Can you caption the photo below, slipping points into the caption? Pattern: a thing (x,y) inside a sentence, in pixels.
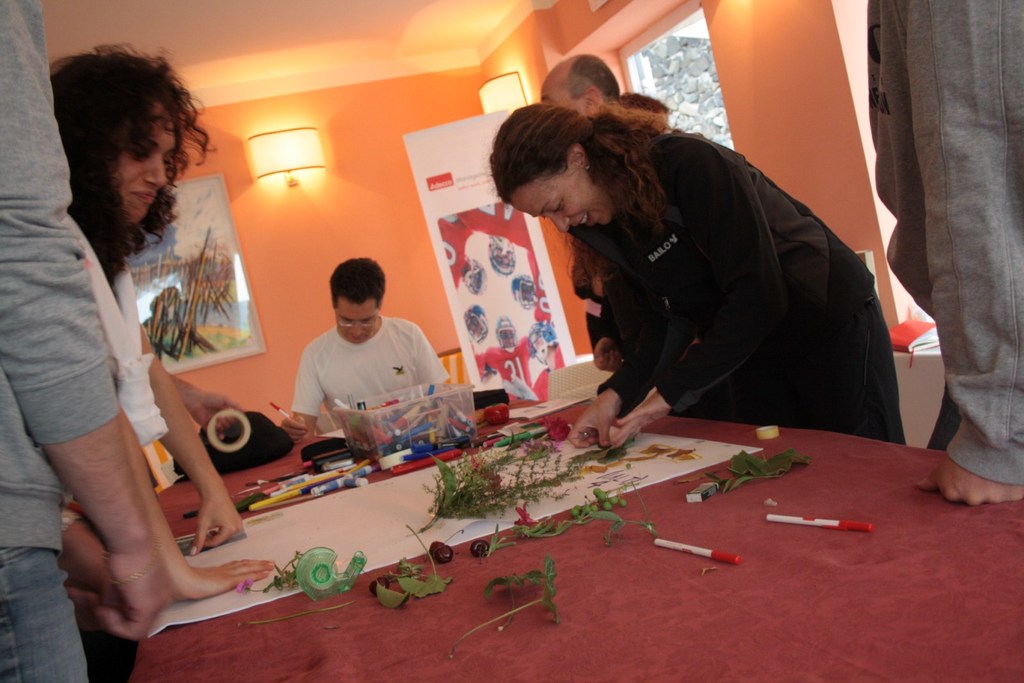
On the left hand side (73,496), there are two persons (130,322) standing. In front of them, there are leaves (420,579), sheet (697,449), sketches (353,478), box (452,408) and other items (496,414) on the table (791,571) which is covered with red color cloth (700,575). On the right hand side (959,461), some other people (931,312) are standing. In the background (317,382), there is a person (388,337) in white color shirt (388,337) sitting and writing, there is orange color wall (337,216), light (280,152), poster (225,294) on the wall (426,259) and a poster (457,238).
